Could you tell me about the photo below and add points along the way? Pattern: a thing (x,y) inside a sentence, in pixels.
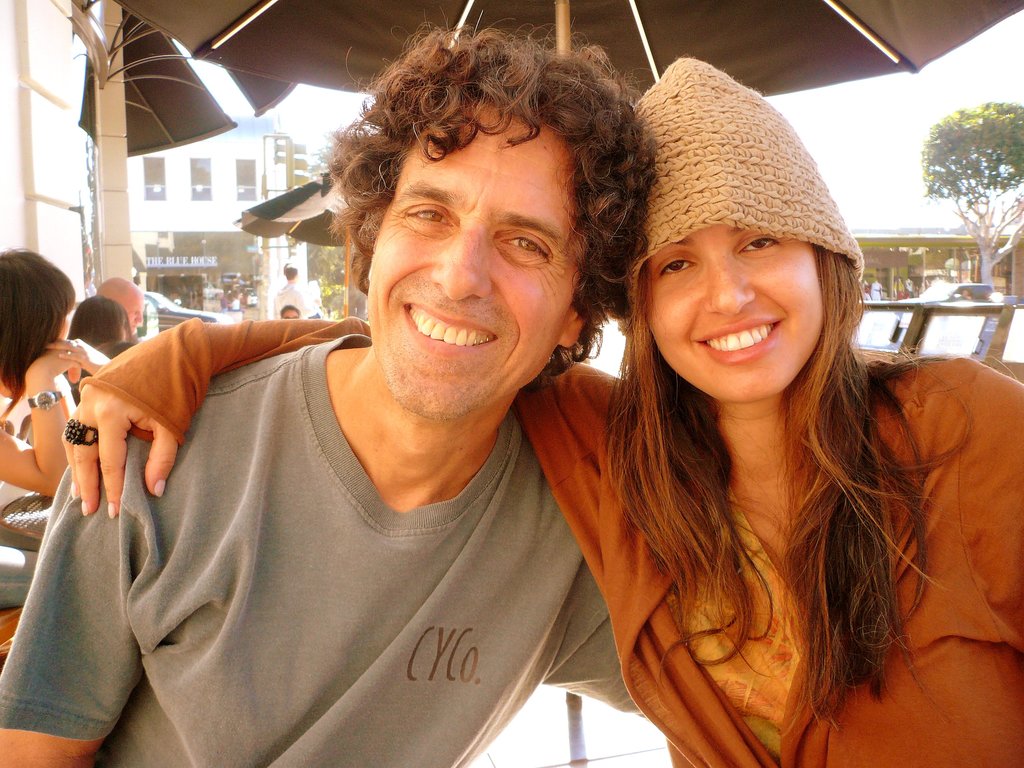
In this picture we can see a building (0,242), board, people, trees (986,255) and few objects (153,138). We can see a man (409,519) and a woman (809,175) is wearing a cap (783,155). They both are smiling and giving a pose. At the top portion of the picture (785,39) we can see the partial part of an umbrella (293,25).
